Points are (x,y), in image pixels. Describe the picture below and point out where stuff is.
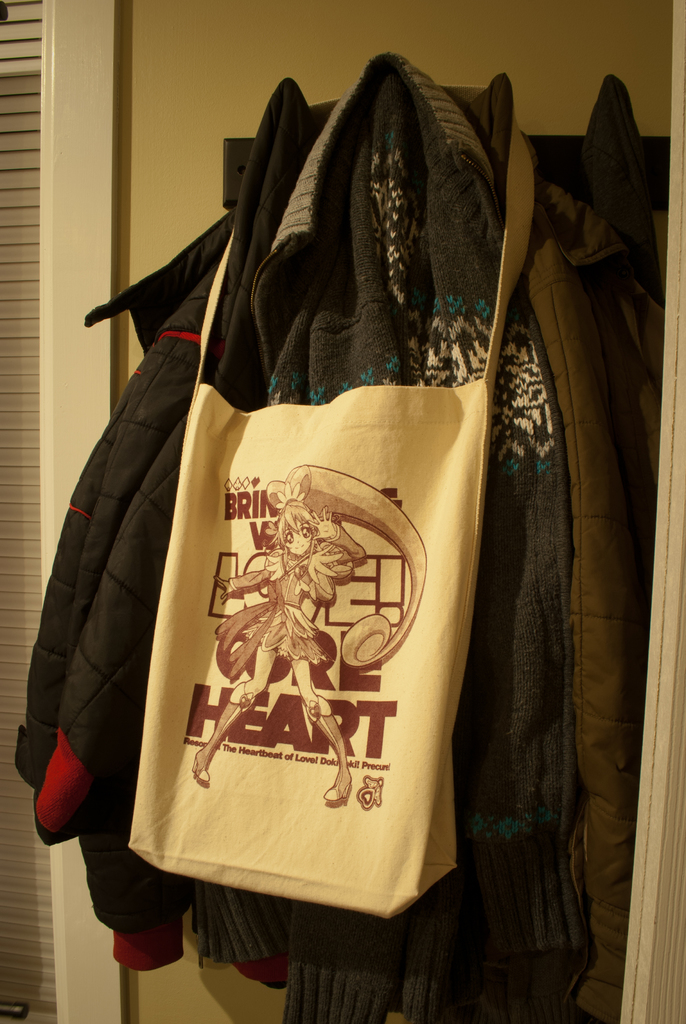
In this picture there is a bag (274,590) which is hanged to the hanger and there are some clothes (529,350) to the hanger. In the background (305,66) there is a wall (246,39).
